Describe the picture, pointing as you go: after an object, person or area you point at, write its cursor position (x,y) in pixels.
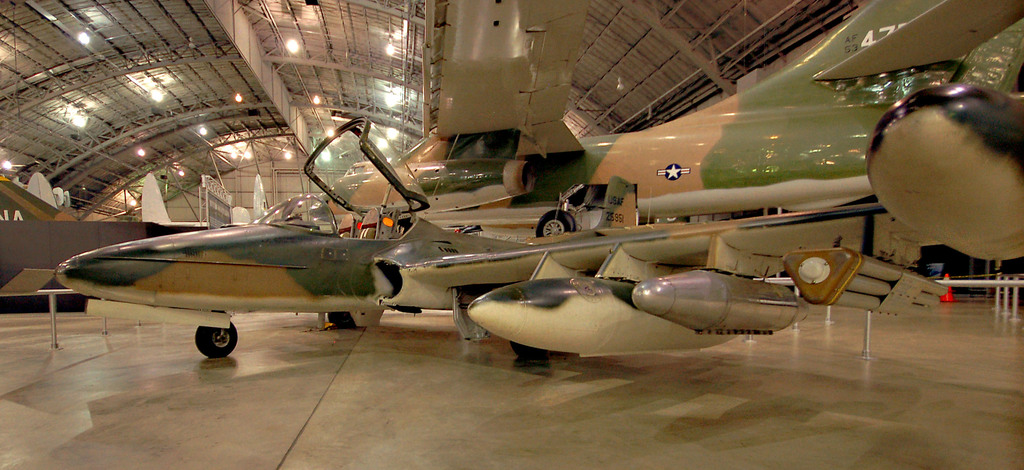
In this image there is an aeroplane (465,203) in the hangar (317,60).
